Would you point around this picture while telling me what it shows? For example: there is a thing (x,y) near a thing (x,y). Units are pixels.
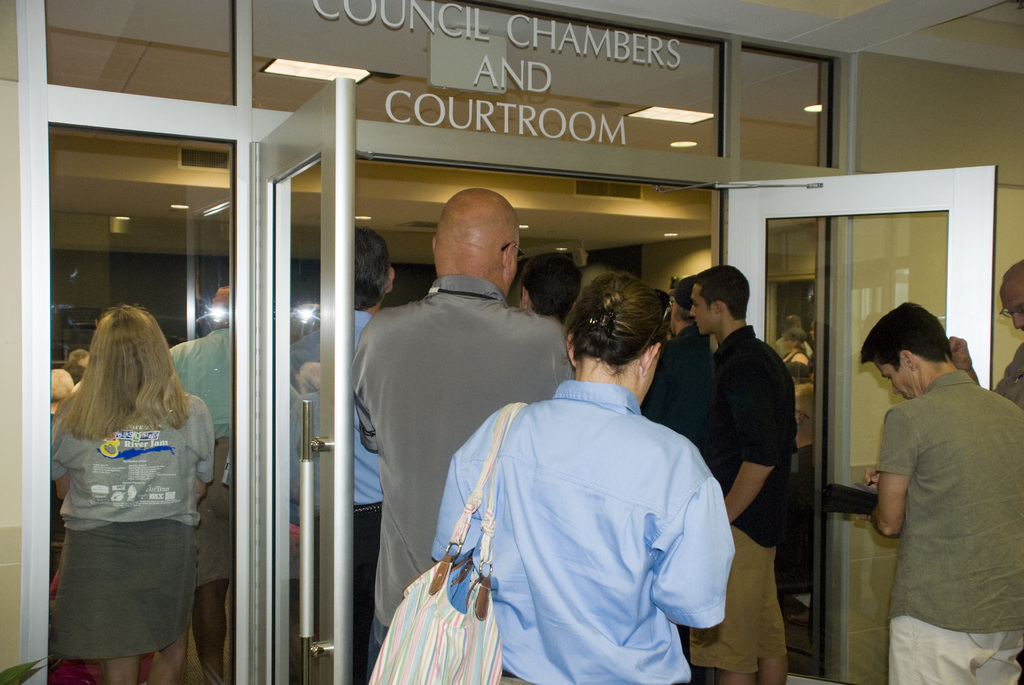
This is completely an indoor picture. A group of people (657,614) are standing. Front there is a woman (633,392) in a blue shirt (560,545), she is carrying a bag (495,464). Beside this woman (598,521) a man (508,268) is standing, he wore spectacles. A door (896,203) with glass (832,276).
